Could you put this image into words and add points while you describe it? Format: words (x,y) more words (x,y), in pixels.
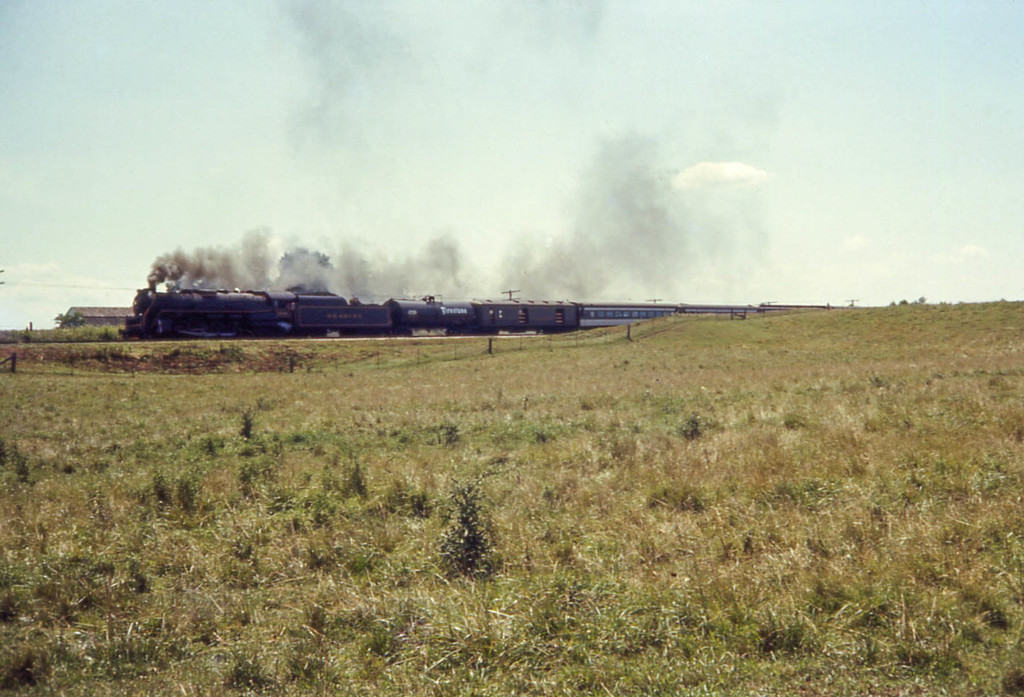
In this picture we can see a train (274,296) and behind the train (160,327) there are trees (72,318), smoke (319,277) and a sky (298,212).
